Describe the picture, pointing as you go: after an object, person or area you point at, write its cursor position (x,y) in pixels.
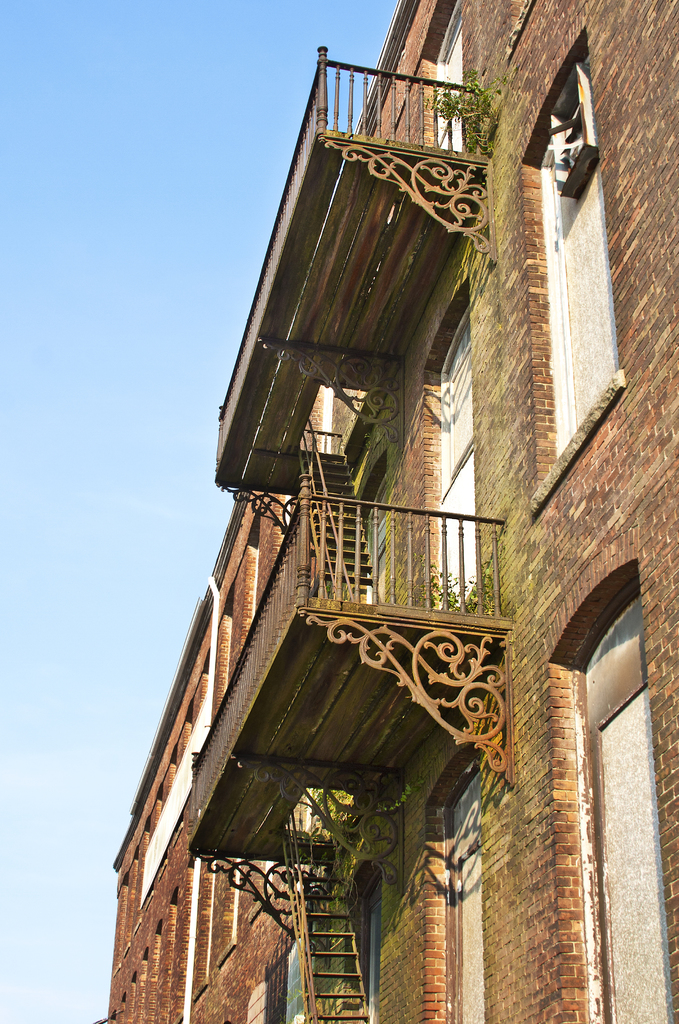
In this image we can see a building (531,996), it has brick walls (625,571) and it contains, windows (473,957), doors (466,963), staircases (359,997) and railings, in the background (227,187) we can see the sky (236,195).
